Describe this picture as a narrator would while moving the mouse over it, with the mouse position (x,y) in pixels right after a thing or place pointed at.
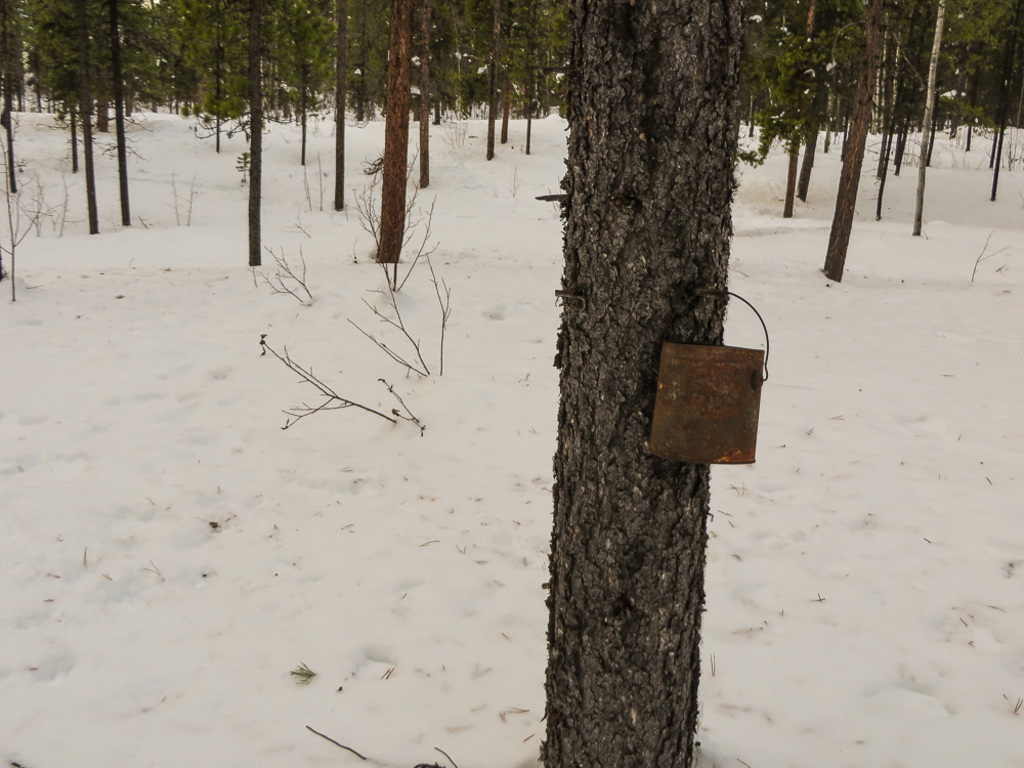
These are the trees (470,78) with branches (297,49) and leaves (207,39). This is the snow (316,472). I can see a small iron bucket (697,409) with rust (716,377) is hanging to the tree trunk (693,308).
